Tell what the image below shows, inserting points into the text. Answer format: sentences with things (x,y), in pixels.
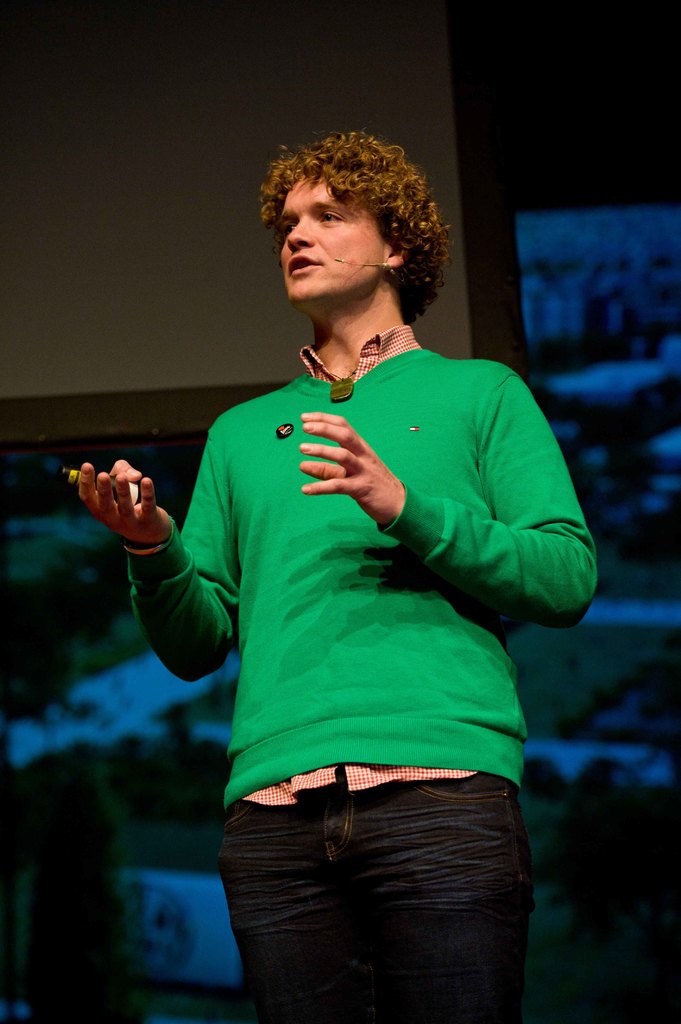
In this image we can see a person (325,475) wearing mic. And he is holding something in the hand (124,515). In the back (124,232) there is a wall (175,215). And it is dark.
